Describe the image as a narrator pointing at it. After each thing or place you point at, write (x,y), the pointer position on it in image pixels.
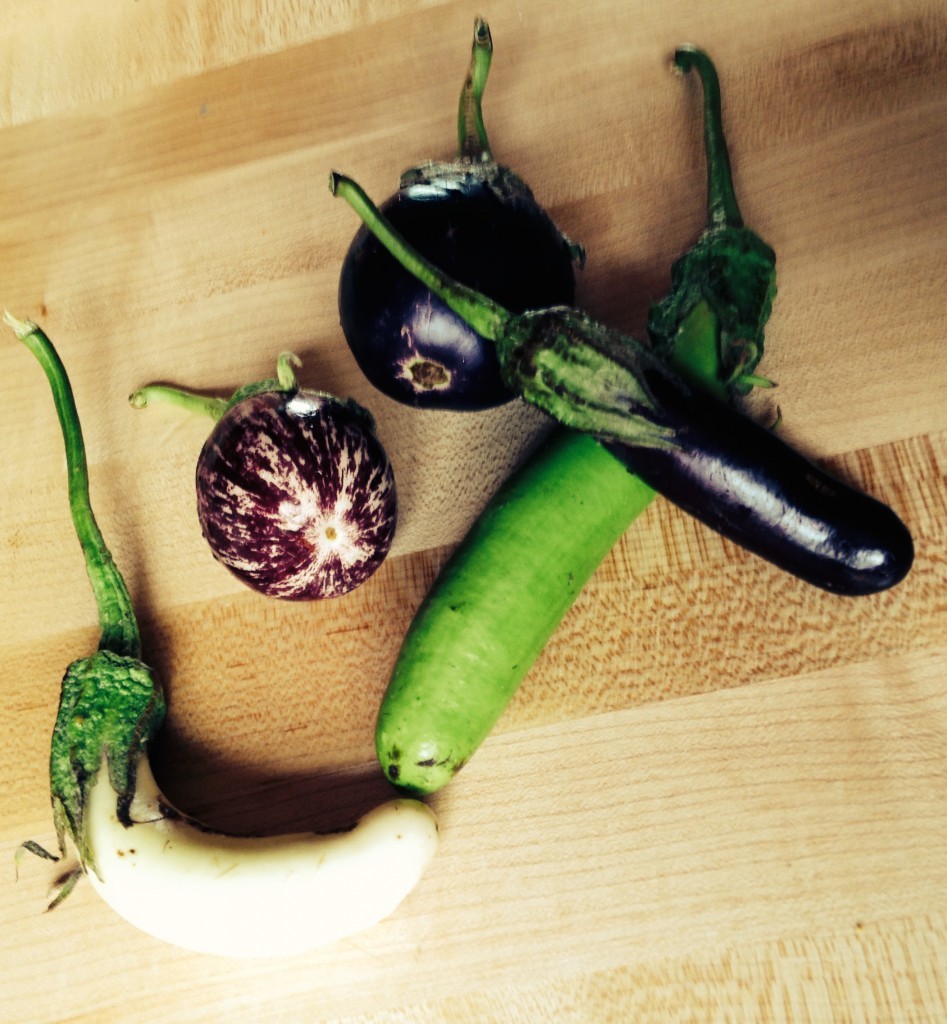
The picture consists of a wooden table (267,809), on the table (236,830) there are brinjals (316,391).
